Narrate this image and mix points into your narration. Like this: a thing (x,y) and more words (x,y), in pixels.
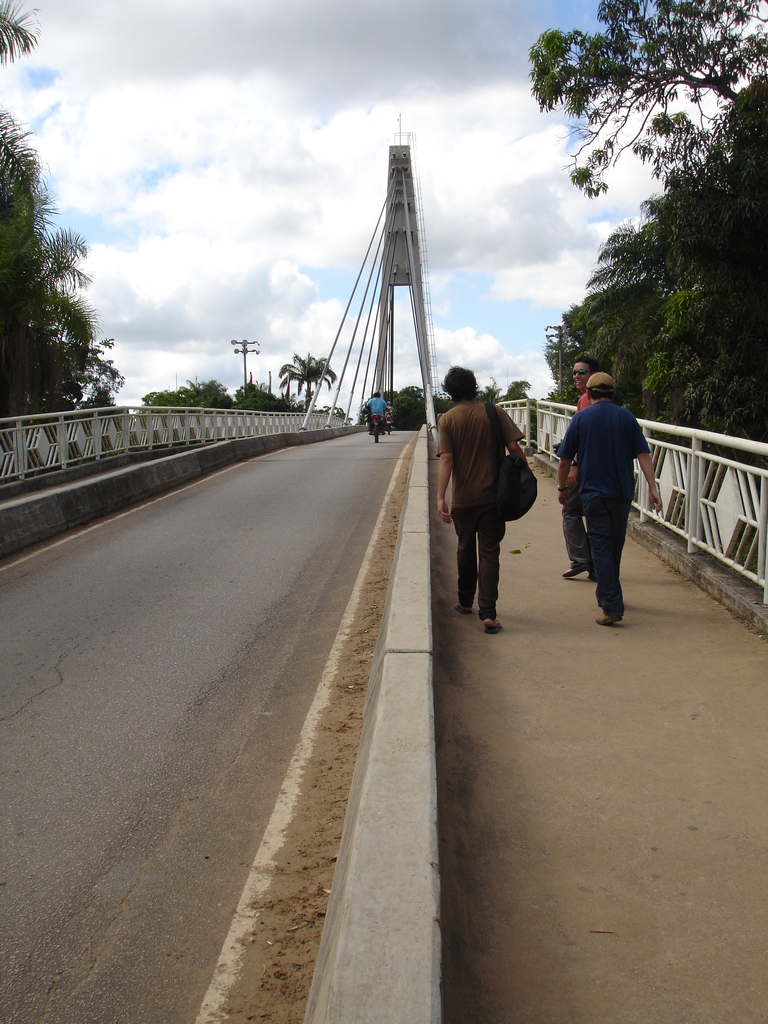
In this image we can see cloudy sky (388,132), tower (411,194), rods (312,409), railings (41,449), people (379,408), vehicle (371,416), pole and trees (763,332).
